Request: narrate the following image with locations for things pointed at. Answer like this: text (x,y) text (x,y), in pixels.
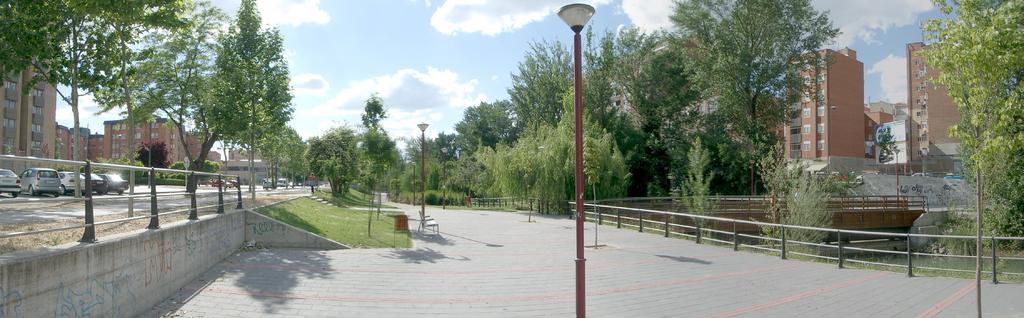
There is a lamp pole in the center of the image (582,193), there are buildings (240,167), boundaries (241,182), trees (544,169), vehicles (59,191), it seems like posts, a person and sky (293,46) in the background area (324,178).
